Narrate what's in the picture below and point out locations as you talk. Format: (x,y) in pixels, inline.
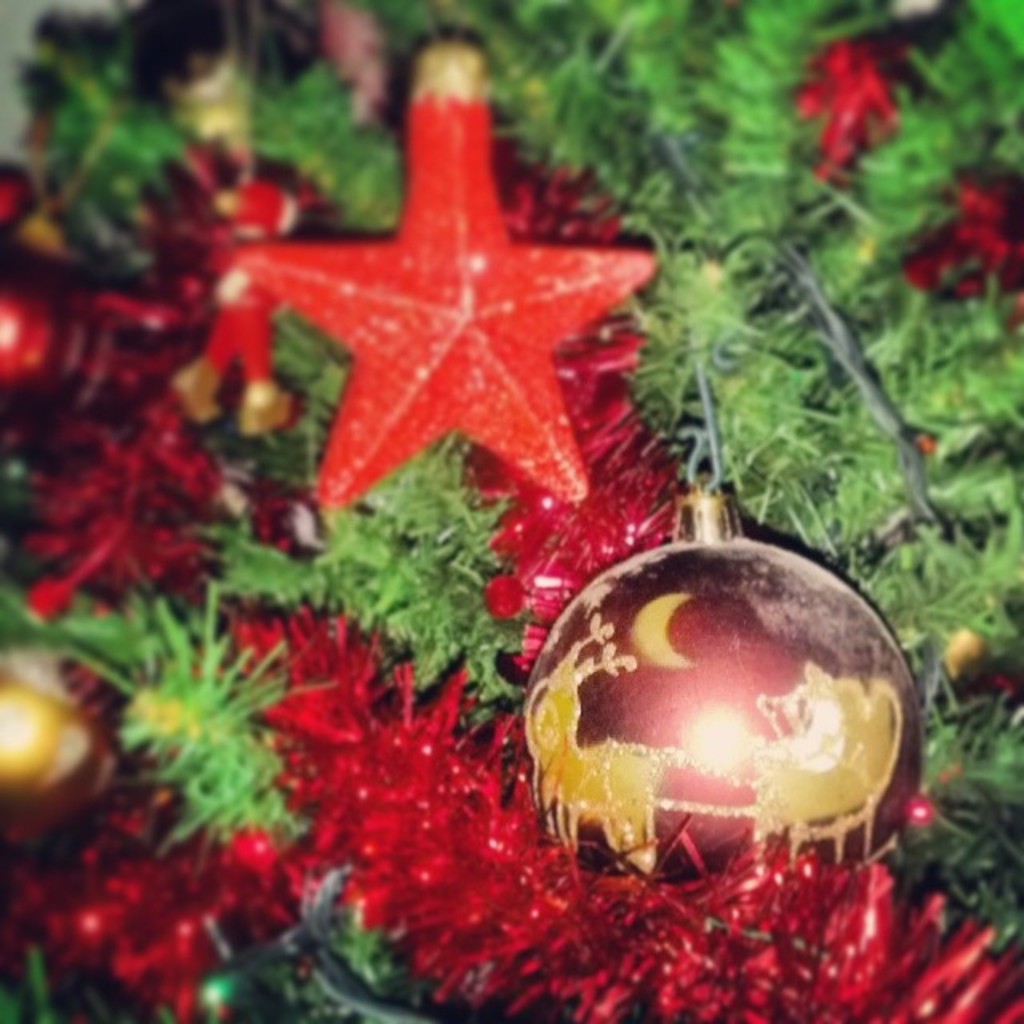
In this picture we can see a Christmas tree (279,84) with decorative items (497,537) on it such as a ball (719,499), star (536,295).
